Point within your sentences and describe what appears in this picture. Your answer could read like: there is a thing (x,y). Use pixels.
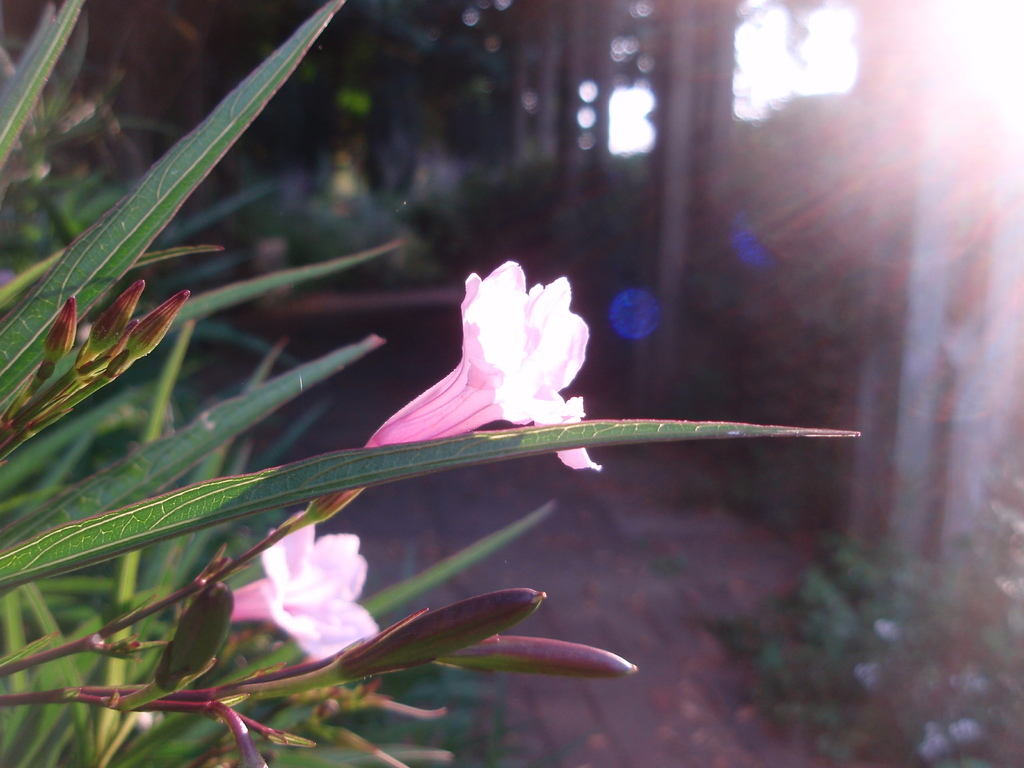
In this image, we can see some plants (459,639) with flowers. We can see the ground (643,767). We can see some poles (977,387) and the sky (770,95).
